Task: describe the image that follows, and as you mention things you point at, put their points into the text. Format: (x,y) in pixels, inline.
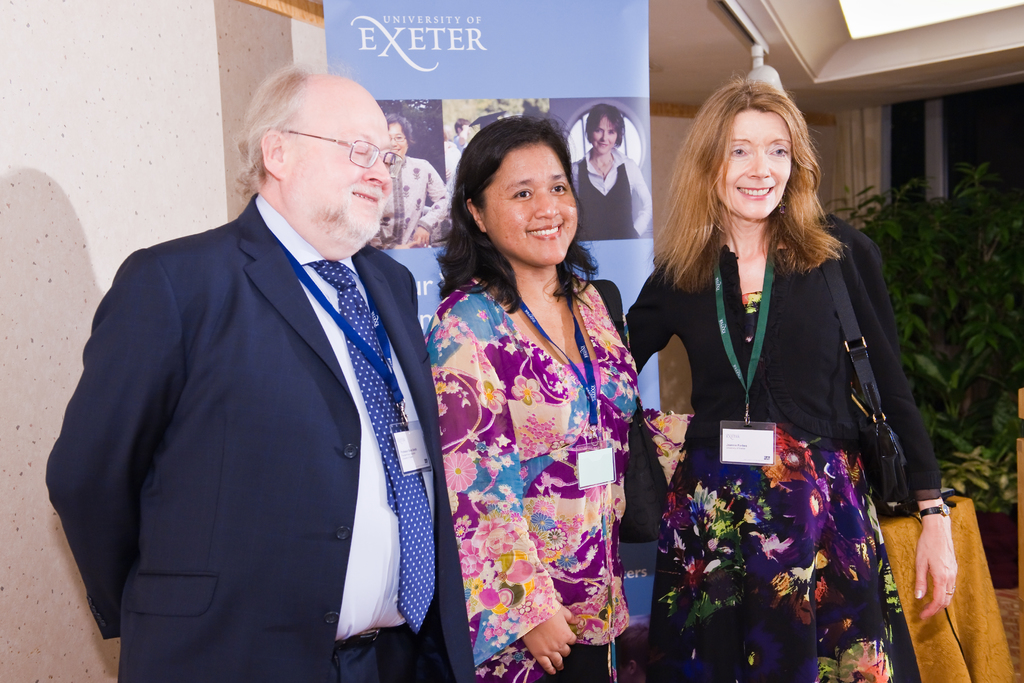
In the picture we can see a man (215,387) and two women (562,476) are standing and man (201,391) is wearing a blazer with blue tie (408,494), shirt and a tag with ID card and two women (552,491) are wearing a tags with ID cards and in the background (50,300) we can see a wall (82,87) and near to it we can see some plants (981,382).
